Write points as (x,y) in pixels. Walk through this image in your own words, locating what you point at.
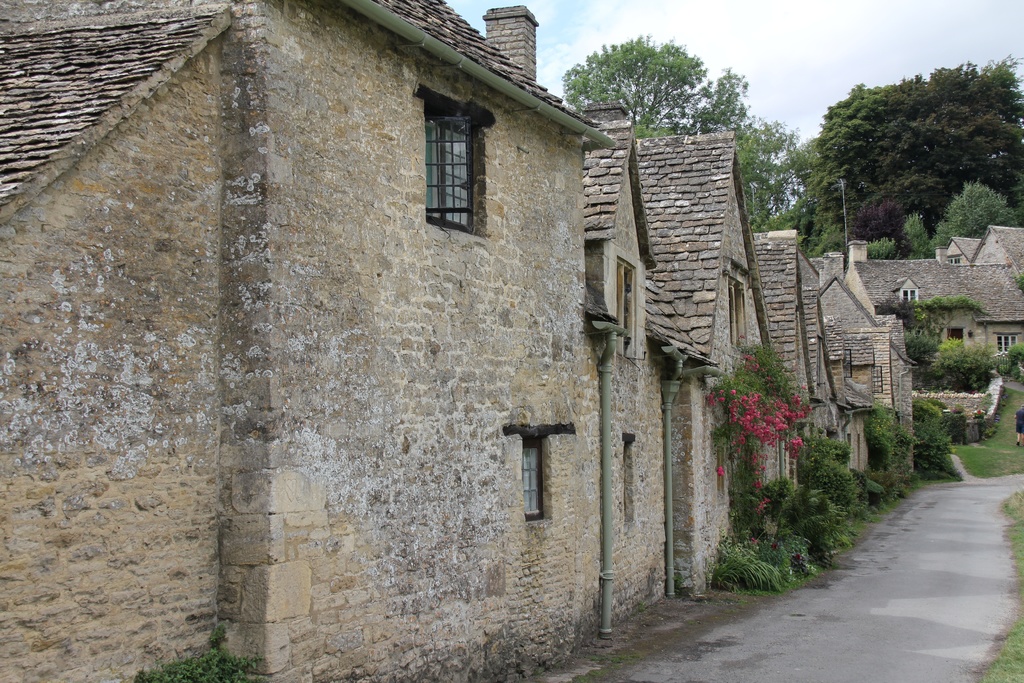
This image is taken outdoors. At the top of the image (703,29) there is the sky (763,31) with clouds (884,49). At the bottom of the image (792,644) there is a road (832,643) and there is a ground (1004,656) with grass (1016,662) on it. In the background (852,234) there are a few trees (835,209). In the middle of the image (581,374) there are a few houses (593,386) with walls (516,368), windows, doors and roofs (52,94). There are a few plants (799,466) and trees (910,225) on the ground (967,460).
